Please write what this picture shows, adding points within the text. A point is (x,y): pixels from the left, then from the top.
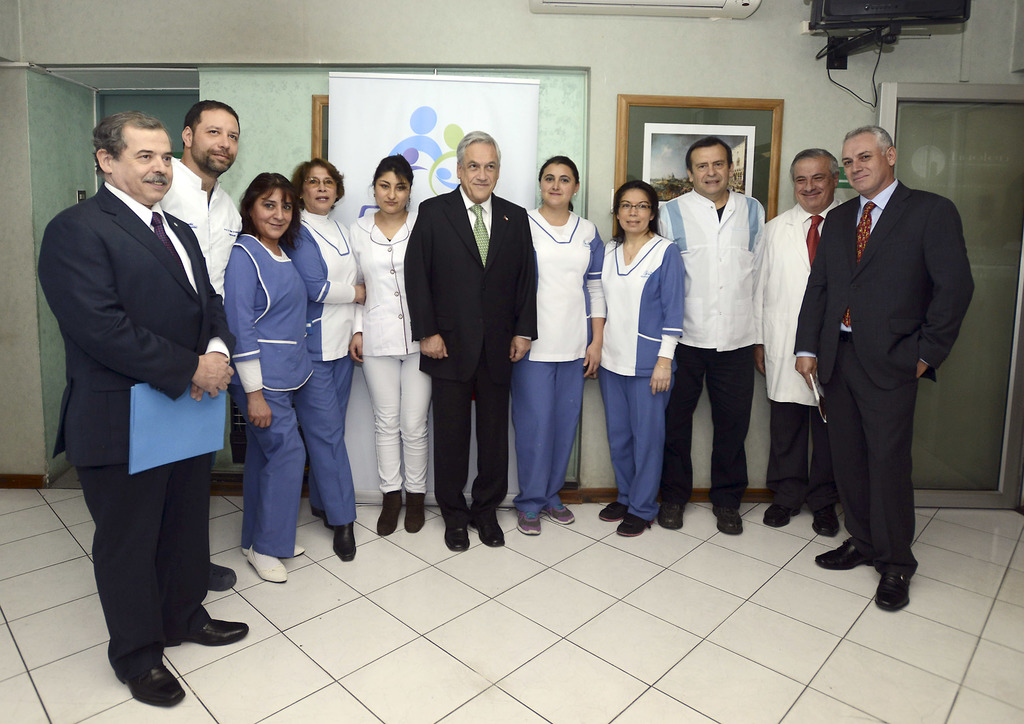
In this picture we can see a group of people (171,385) standing on the floor (615,594). There are two men (144,288) holding objects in their hands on the right (836,445) and left side of the image (119,457). We can see a frame (636,134), some art (425,131) on a white surface (371,164), glass object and a few objects (684,12) on top of the picture (663,17). A wall (212,48) is visible in the background (567,103).
